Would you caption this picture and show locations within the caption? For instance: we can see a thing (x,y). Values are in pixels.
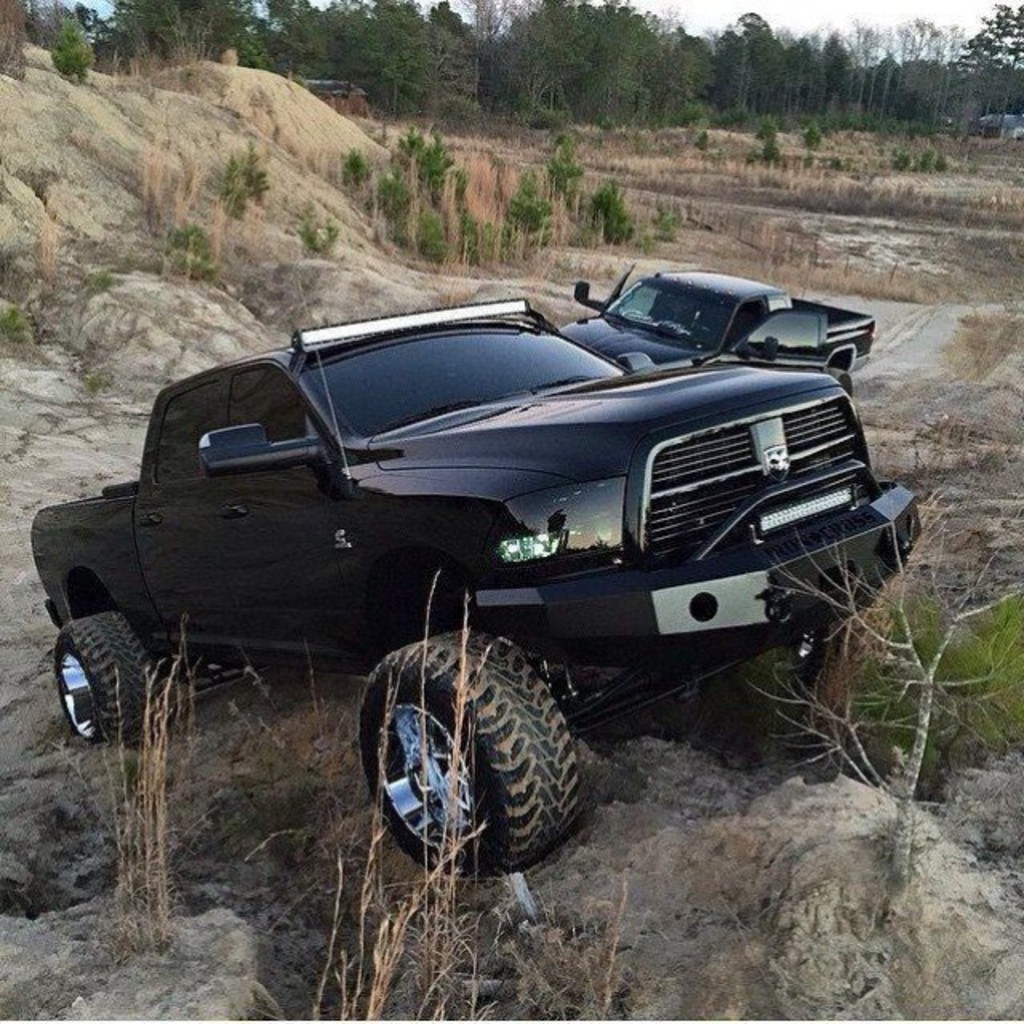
In this image there are cars (602,448) on a hill area (204,140), in the background (405,200) there are plants (765,118) and trees (481,75).
